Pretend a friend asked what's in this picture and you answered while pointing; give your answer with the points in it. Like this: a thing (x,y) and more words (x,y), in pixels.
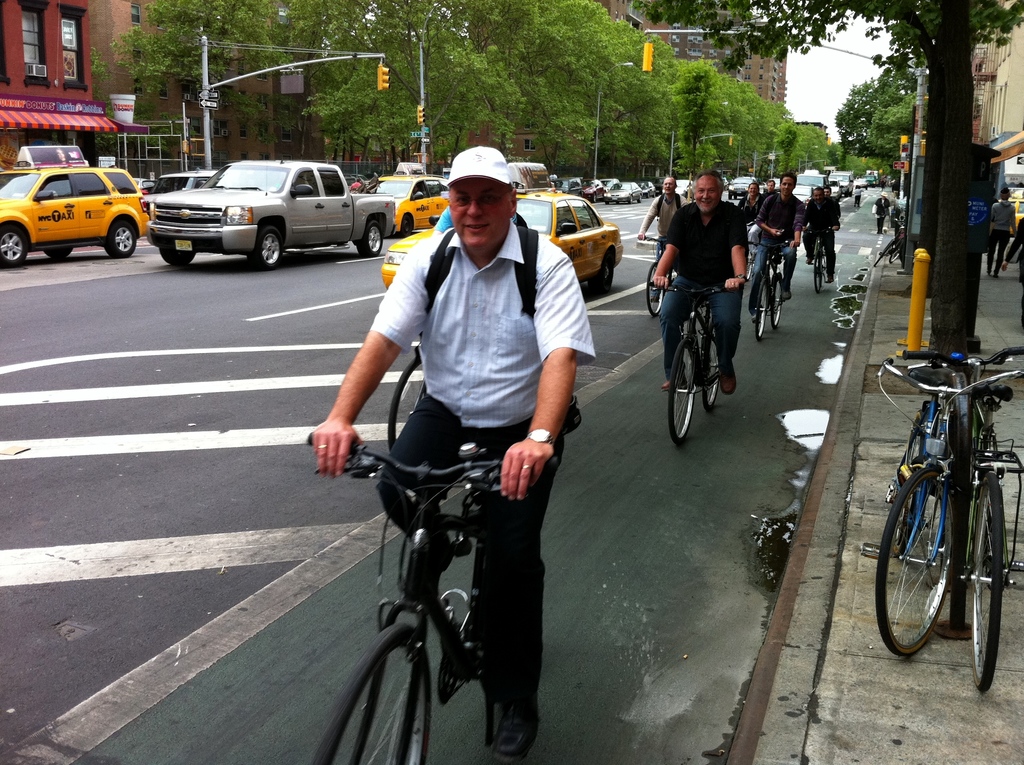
In this image there are group of people (730,319) who are riding on a cycle (768,289) on the right side (728,337). On the left side (127,186) there are vehicles (285,180) on the background (553,67) there are trees (585,61) and building (774,79) and sky (806,66) is there and on the top of the right corner (989,107) there is another building (1004,104) and trees (935,61) are there and on the bottom of the right corner (890,669) there is footpath (873,469) and on the footpath (837,680) there are bicycles (946,482) and on the left side (31,79) there is one building (74,68) and one tent (58,116) and poles (225,83) are there. In the middle of the image (511,317) there is one person (520,338) who is on a cycle (466,640) and he is wearing white shirt (482,350) and cap (488,154) and he is wearing a watch (540,435).
